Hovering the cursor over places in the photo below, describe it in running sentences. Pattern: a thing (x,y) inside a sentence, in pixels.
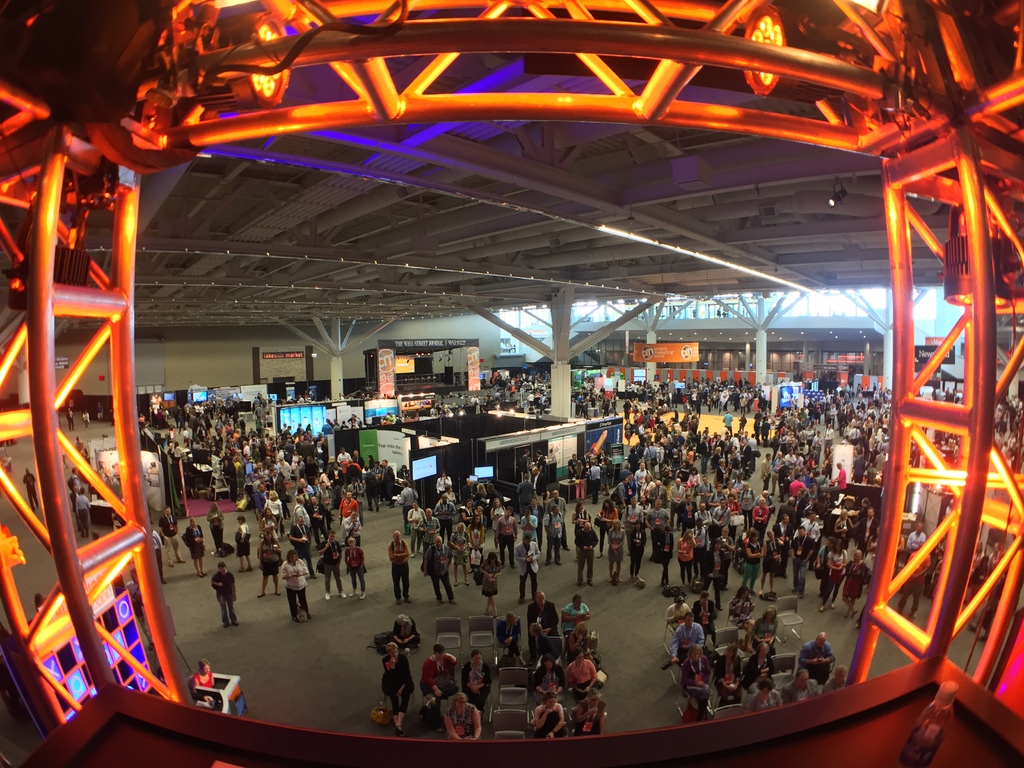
In this picture we can see a bottle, rods (1005,532), lights (828,204) and some people (402,619) are sitting on chairs (526,715) and a group of people (230,431) are standing on the floor (288,609) and in the background (380,448) we can see pillars (341,373), posters (382,398), wall (396,334), roof (824,254) and some objects (282,424).
